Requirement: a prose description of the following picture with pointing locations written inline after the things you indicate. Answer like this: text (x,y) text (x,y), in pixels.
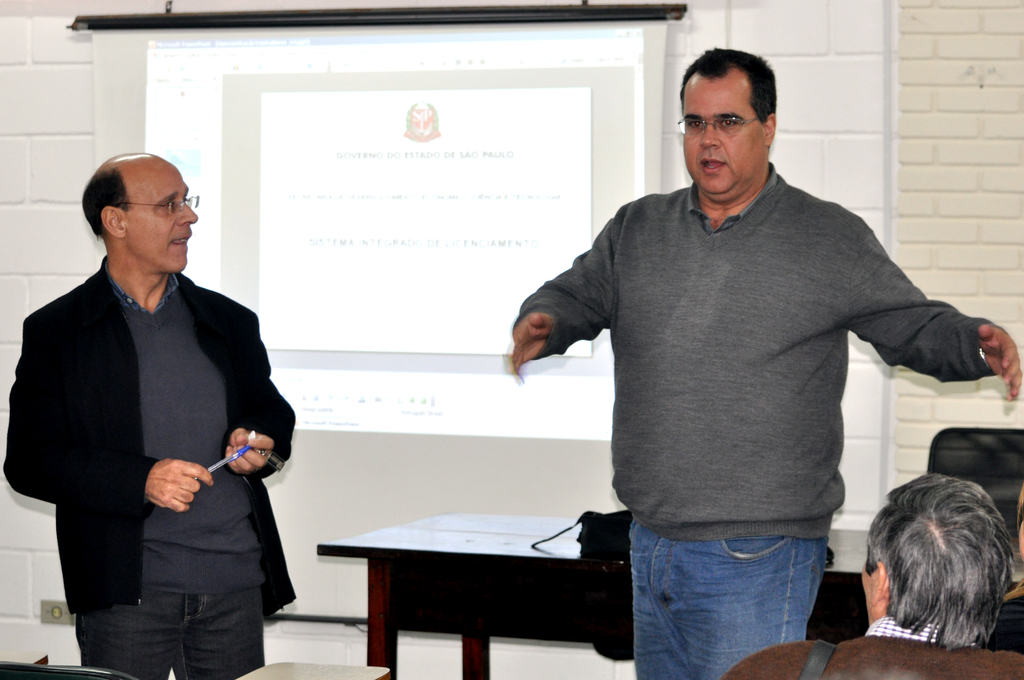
This is a presentation, we can see two people (210,532) standing over here, one person (131,400) wearing black color blazer (133,404) and holding a pen (217,469) in his hand (238,436) and looking at another person (770,404) who is standing beside him, this person (721,412) is wearing a grey color shirt (772,354) and spectacles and explaining about the presentation. There is a table (375,643) behind them and also a black color bag (622,545) on the table (562,545). In the background (903,155) there is a white color wall (895,49) with white color tiles (835,25) and also a chair (940,441) which is black color.
